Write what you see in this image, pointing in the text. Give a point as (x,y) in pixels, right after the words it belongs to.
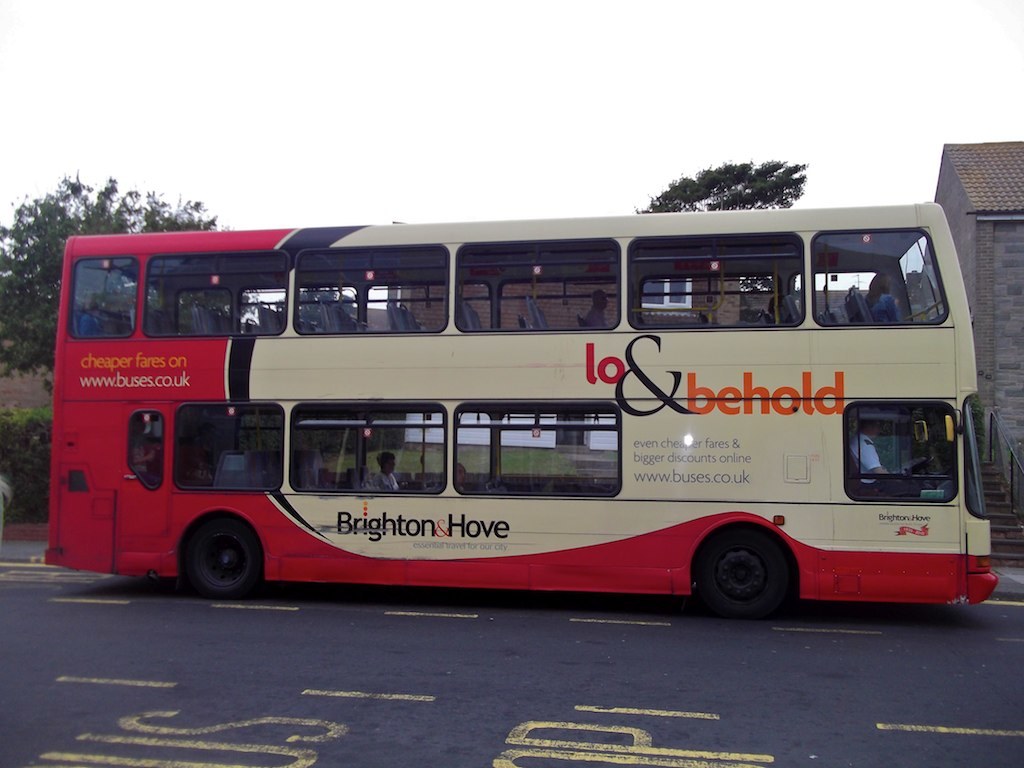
In this image I can see a vehicle (102,424) and the vehicle (818,501) is in cream and red color and I can see few persons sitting in the vehicle (737,527). Background (1007,307) I can see a building (962,243) in brown color, trees (731,207) in green color and the sky (431,119) is in white color.
